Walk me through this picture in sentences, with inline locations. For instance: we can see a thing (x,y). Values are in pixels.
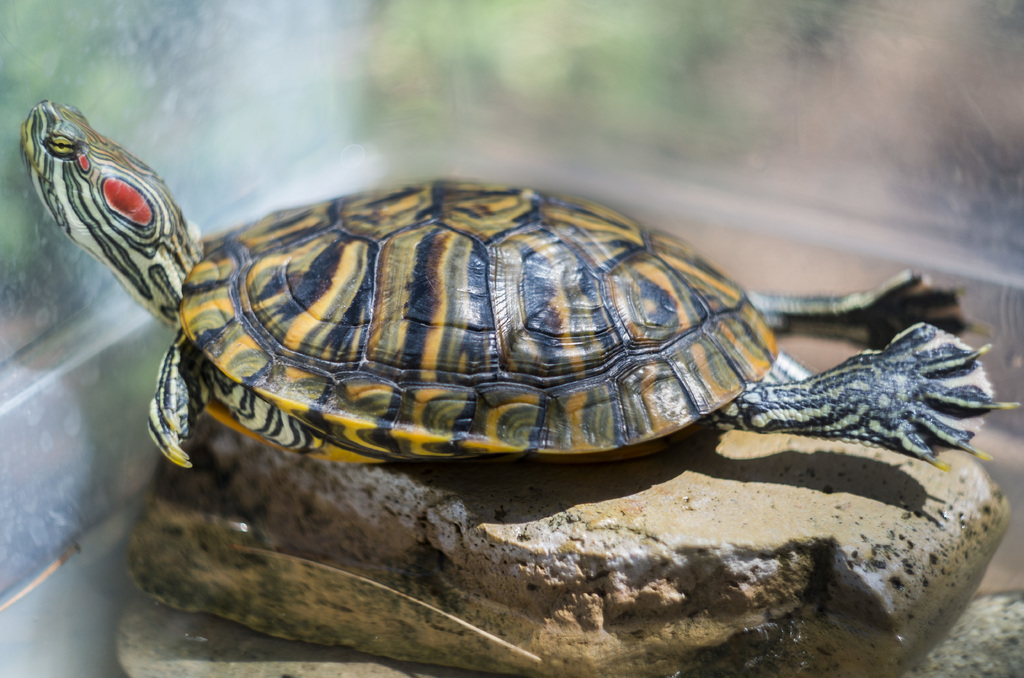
In this image in the center (377,364) there is a turtle (384,337) on the stone (579,523) and the background (676,119) is blurry.
